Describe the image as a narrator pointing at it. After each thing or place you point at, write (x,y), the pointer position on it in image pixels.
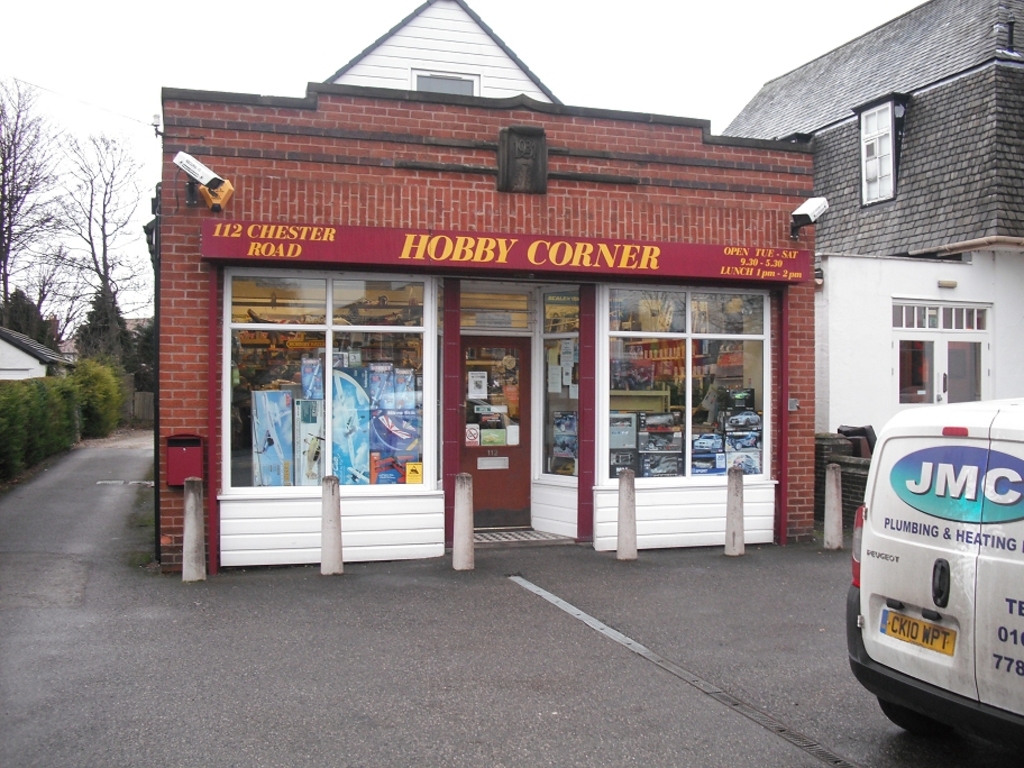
In this image I can see few buildings (456,339), few boards (502,254) and on the right side of the image (928,467) I can see a white colour vehicle (932,445). I can also see something is written on these boards (707,246) and on the vehicle (886,463). On the left side of the image (15,408) I can see few plants (106,371) and few trees (16,324). I can also see the sky (740,17) in the background (534,37). On the top side of the image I can see two CCTV cameras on the one building's wall (604,199).
